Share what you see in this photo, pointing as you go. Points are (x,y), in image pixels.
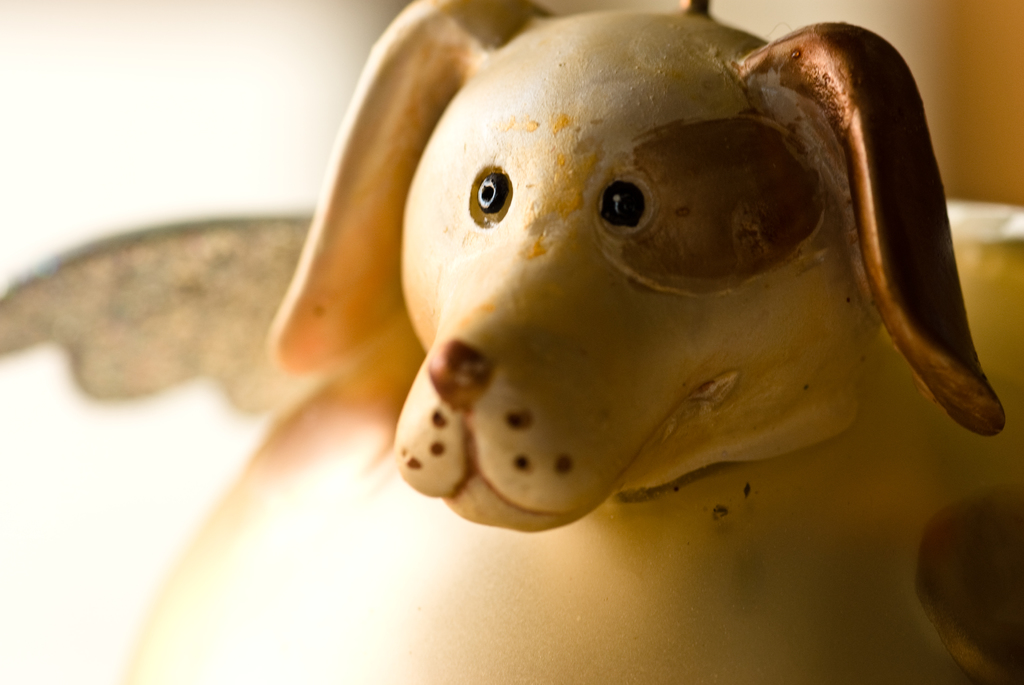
We can see an animal (365,481). In the background (920,25) it is blur.
